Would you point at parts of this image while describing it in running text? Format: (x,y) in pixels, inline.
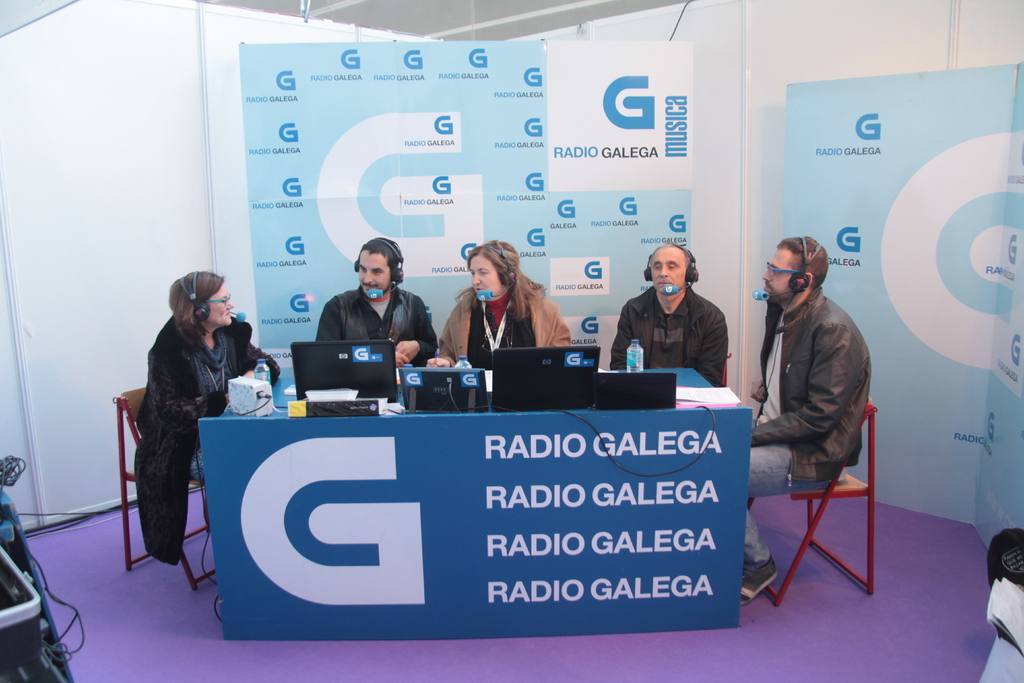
image we can see 5 peoples (158,425) are sat on the chair (867,482). Here we can see board (452,520), laptops (539,385), paper (684,391), bottle (630,360), wire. At the background (398,153), we can see banners (400,171). Right side banner (907,240). There is a purple color floor (912,630). On left side (13,635), we can see some machine (34,620). The 5 peoples (503,337) are wear a headphones (800,280).
